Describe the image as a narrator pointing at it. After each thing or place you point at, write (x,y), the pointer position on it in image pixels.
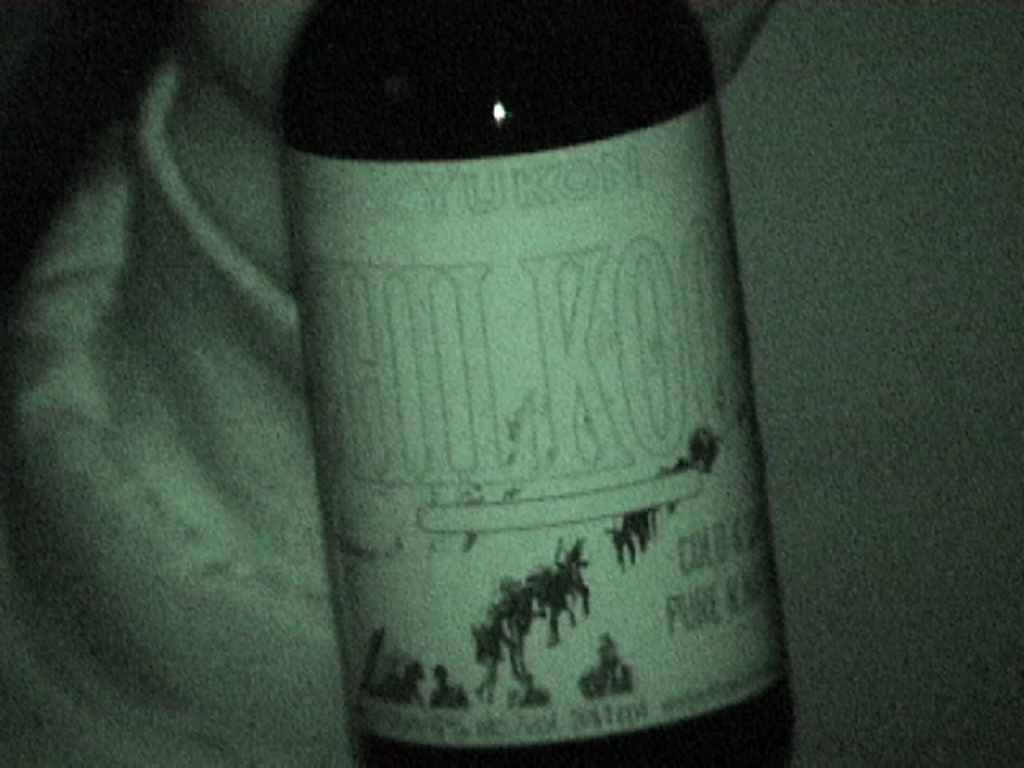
In this image we can see a bottle (509,306) with sticker (519,336) and we can see the text (585,321) and images (577,549) on the sticker (594,222).
